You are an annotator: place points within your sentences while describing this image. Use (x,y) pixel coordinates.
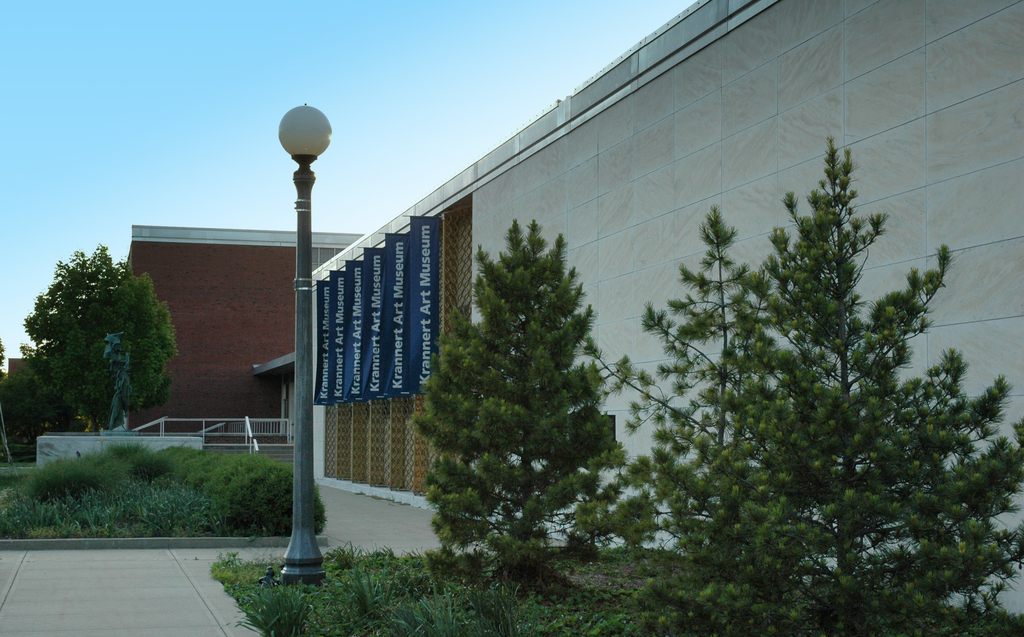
In this image we can see a wall (973,183) with some blue color boards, there are some trees (551,312), plants (249,482), grass (368,556), fence (420,485), pole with light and building (242,270), in the background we can see the sky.
